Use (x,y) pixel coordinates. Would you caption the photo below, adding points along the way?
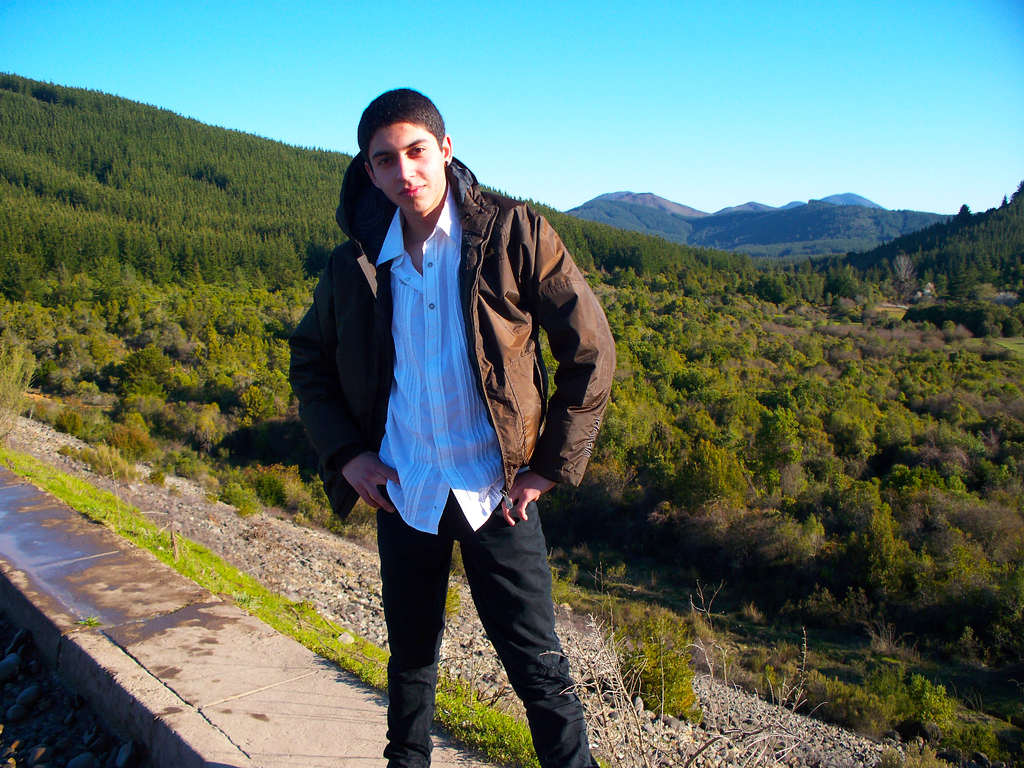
In this image I can see a man (391,489) is standing. I can see he is wearing white shirt (433,460), black pant (435,566) and brown jacket (572,426). In the background (169,525) I can see number of trees (79,413), grass (221,576) and the sky (623,158).
